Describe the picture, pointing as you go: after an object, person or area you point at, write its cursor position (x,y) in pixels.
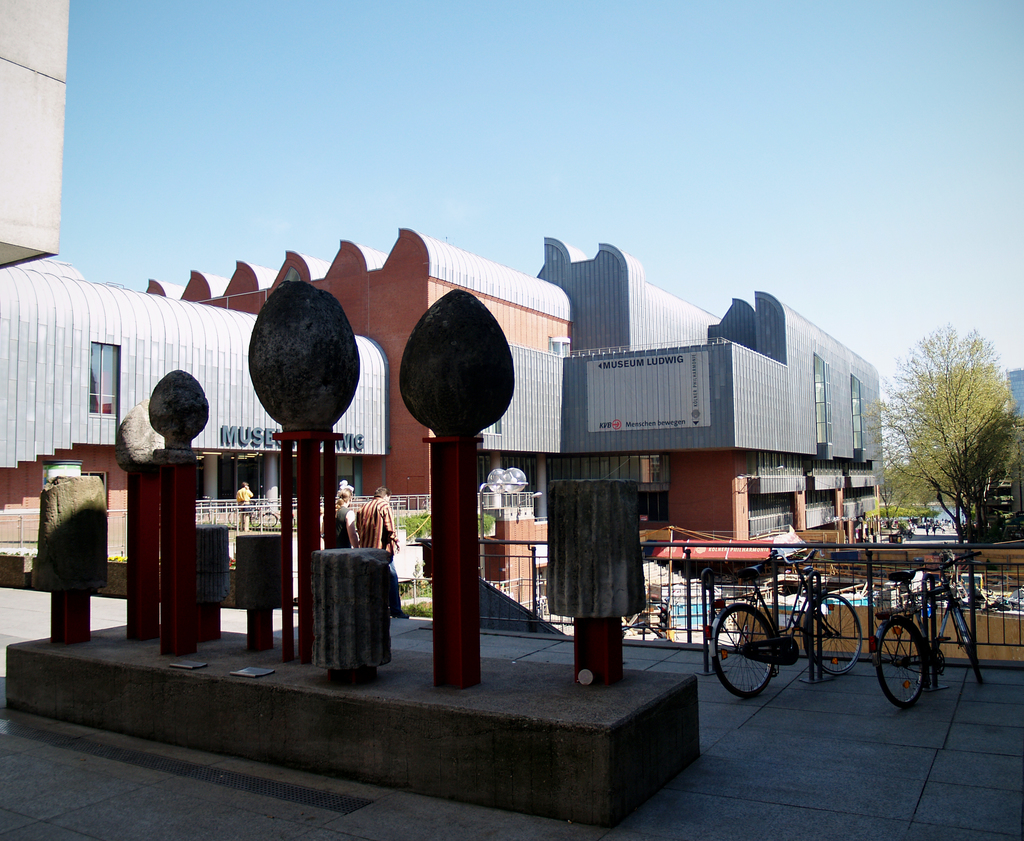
In this image there are sculptures (620,549) on the poles (466,587). Behind the sculptures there are people (369,511) standing. There are cycles (735,662) parked on the floor (796,668). In front of the cycles (749,567) there is a railing (913,563). Behind the railing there are buildings (662,339). To the right (921,449) there are trees (977,443). At the top (511,114) there is the sky (509,80).
